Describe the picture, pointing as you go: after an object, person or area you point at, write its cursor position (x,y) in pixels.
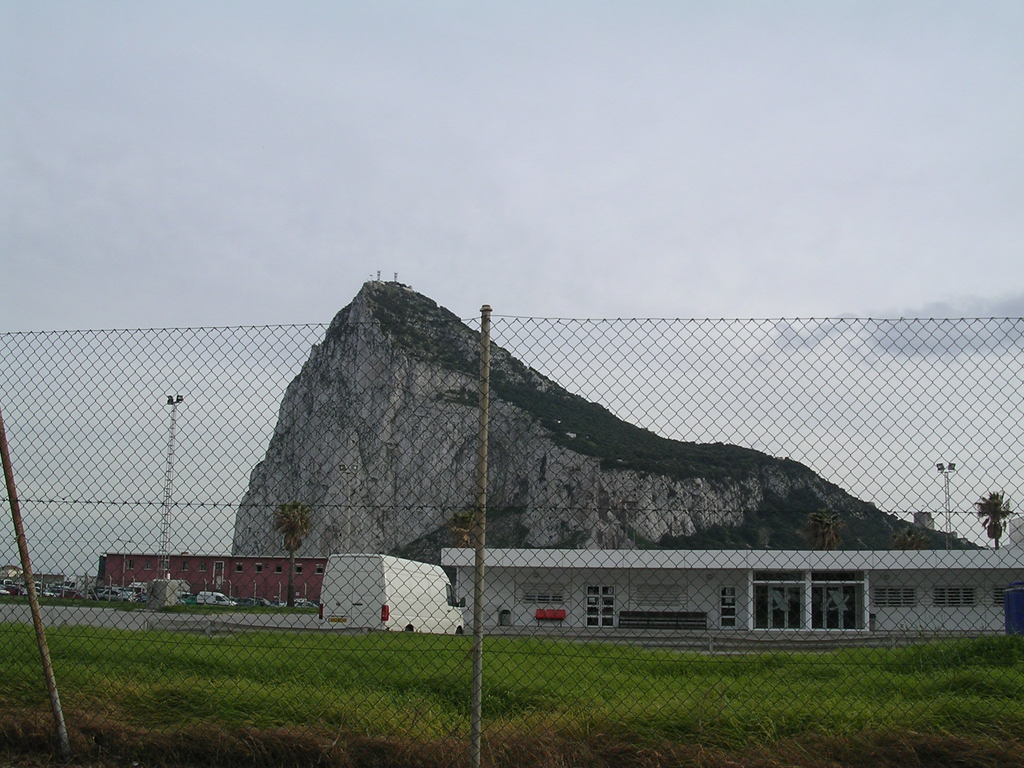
In the foreground (550,678) I can see a fence (537,577), grass (507,667), houses (640,575), vehicles (189,601) on the road (247,621) and a tower (161,558). In the background (254,517) I can see a mountain (438,330) and the sky (299,115). This image is taken during a day.
